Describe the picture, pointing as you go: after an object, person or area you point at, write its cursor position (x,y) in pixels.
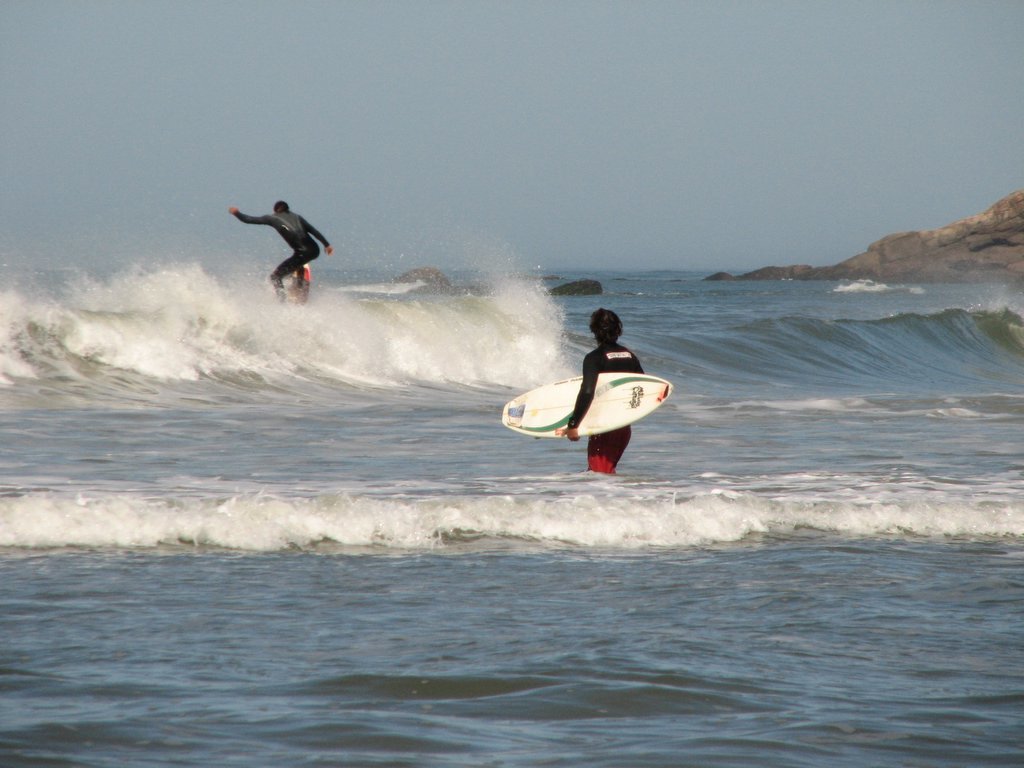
In this picture I can see there is a person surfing in the water (282,355), the person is wearing a swim suit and there is another person (628,359) standing here, holding the surfing board (650,391). There is a mountain (931,255) into right and the sky (548,93) is clear.
